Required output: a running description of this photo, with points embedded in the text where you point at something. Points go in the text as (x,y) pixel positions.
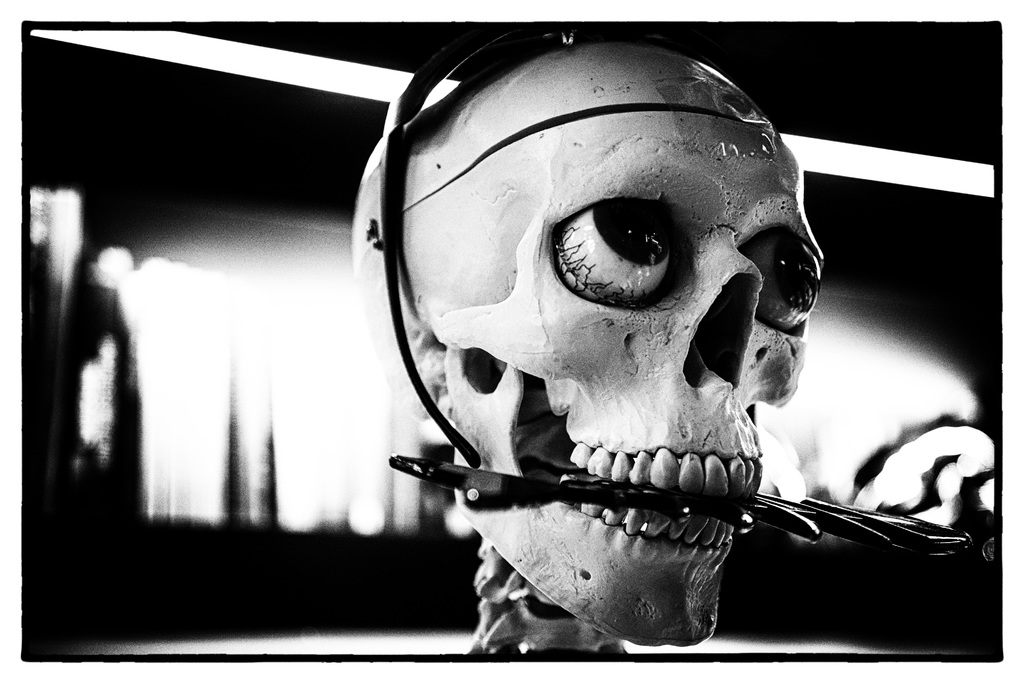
This is a black and white image. I can see a skull (370,163). This looks like an object (757,512), which is kept between the teeth (675,530) of the skull (621,411). The background (184,150) looks blurry.
